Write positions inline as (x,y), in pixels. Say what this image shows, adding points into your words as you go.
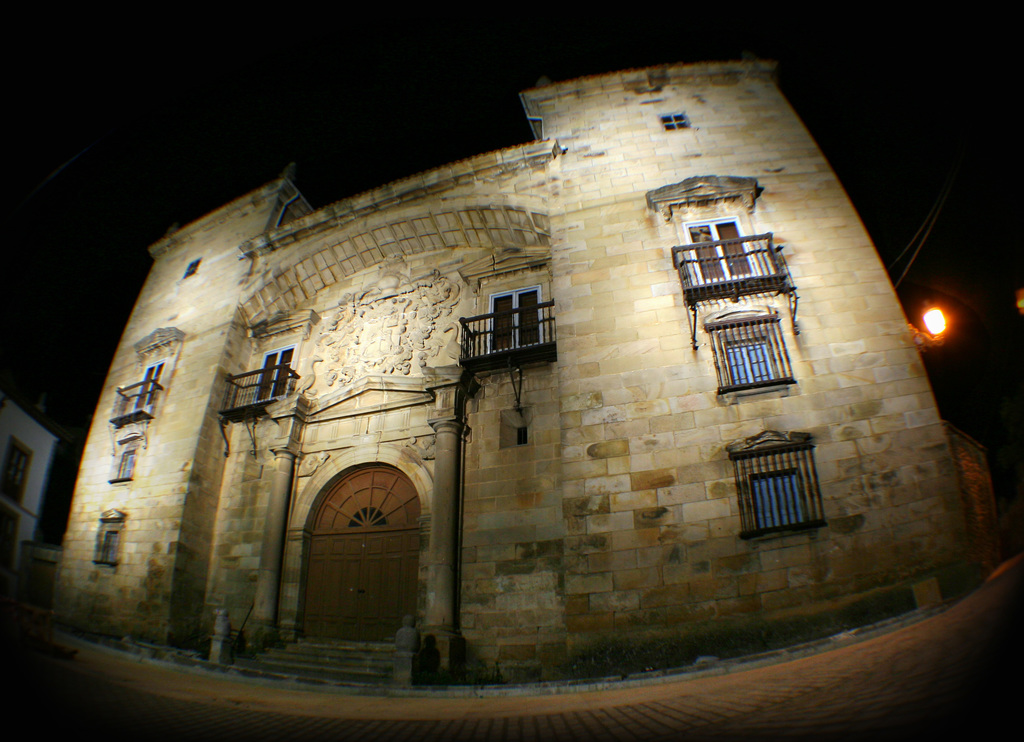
In this image there is a building (591,530). Here there is a light (928,331). On the left (19,454) there is another building (23,433). The background (159,157) is dark.
